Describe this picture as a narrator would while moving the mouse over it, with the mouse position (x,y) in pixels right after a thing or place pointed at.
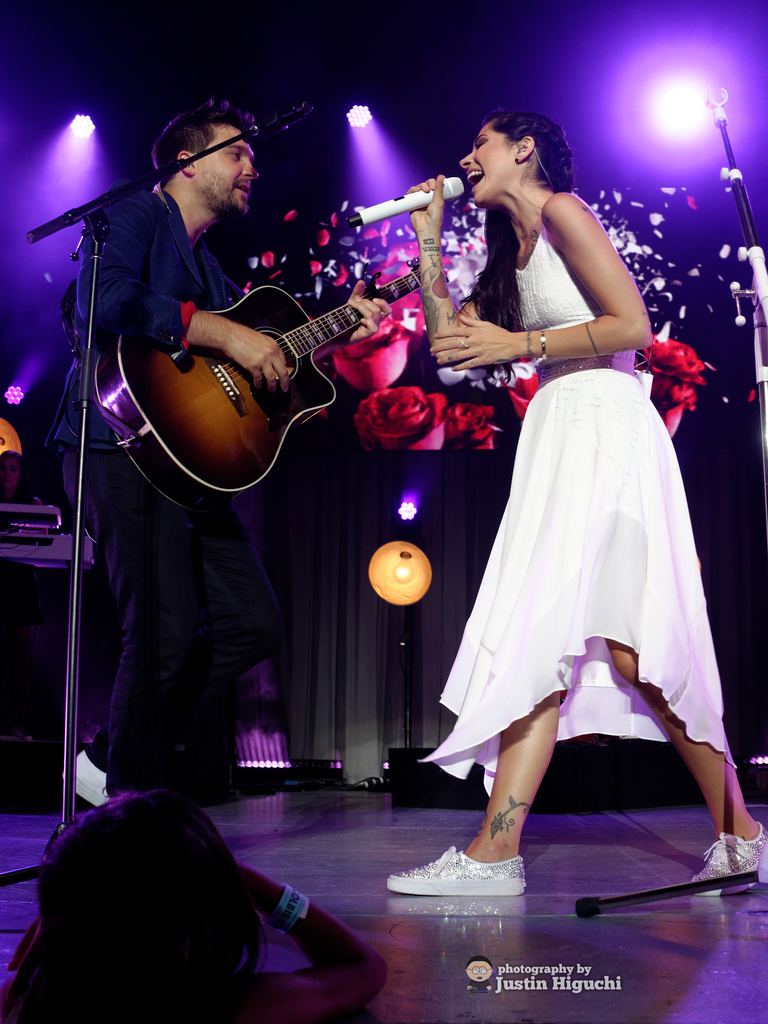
As we can see in the image there are two people (604,333) on stage (413,939). The man (204,335) who is standing here is holding guitar (290,362) in his hand (283,365). In front of him there is a mic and the woman (523,420) is holding mic (450,192) in her hand (426,219) and singing.
